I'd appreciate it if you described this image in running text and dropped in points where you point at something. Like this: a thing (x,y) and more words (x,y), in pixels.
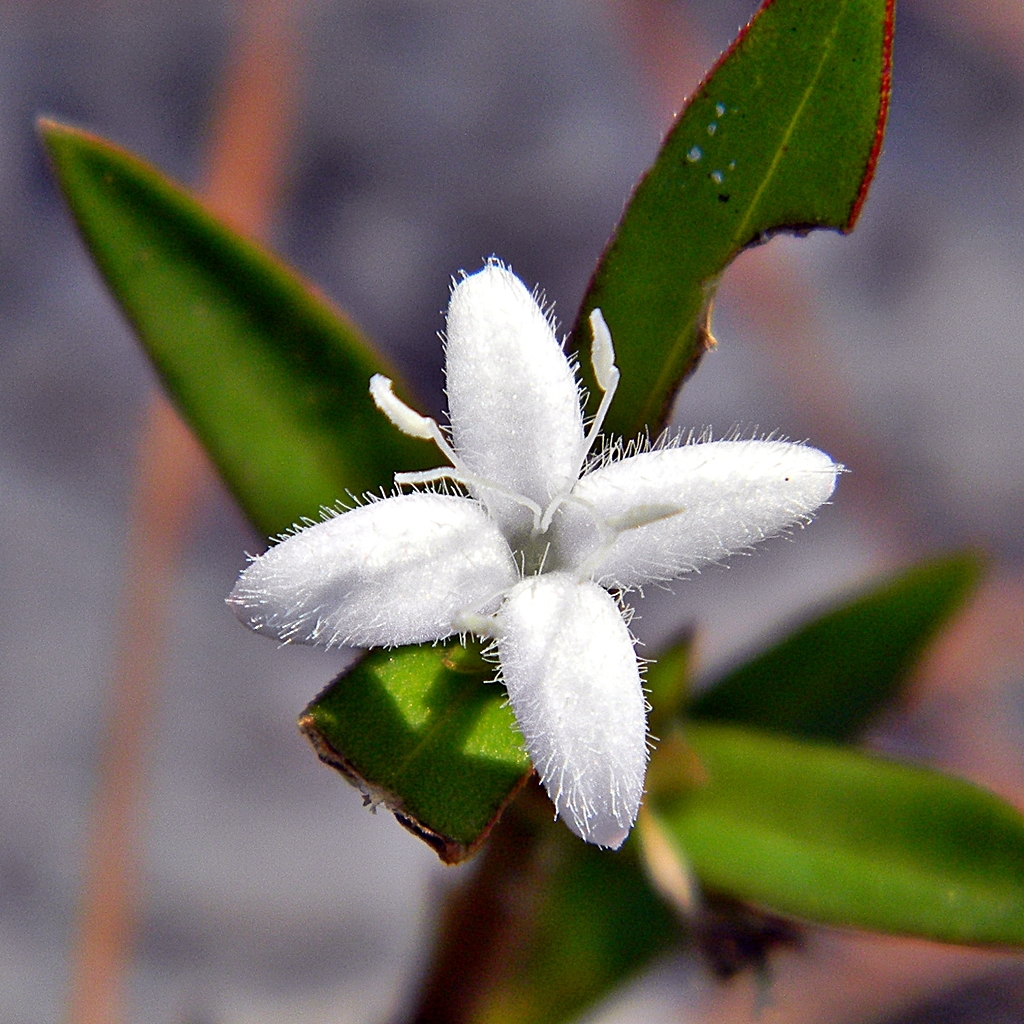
In this image there is a flower plant (515,526), in the background (210,527) it is blurred.
